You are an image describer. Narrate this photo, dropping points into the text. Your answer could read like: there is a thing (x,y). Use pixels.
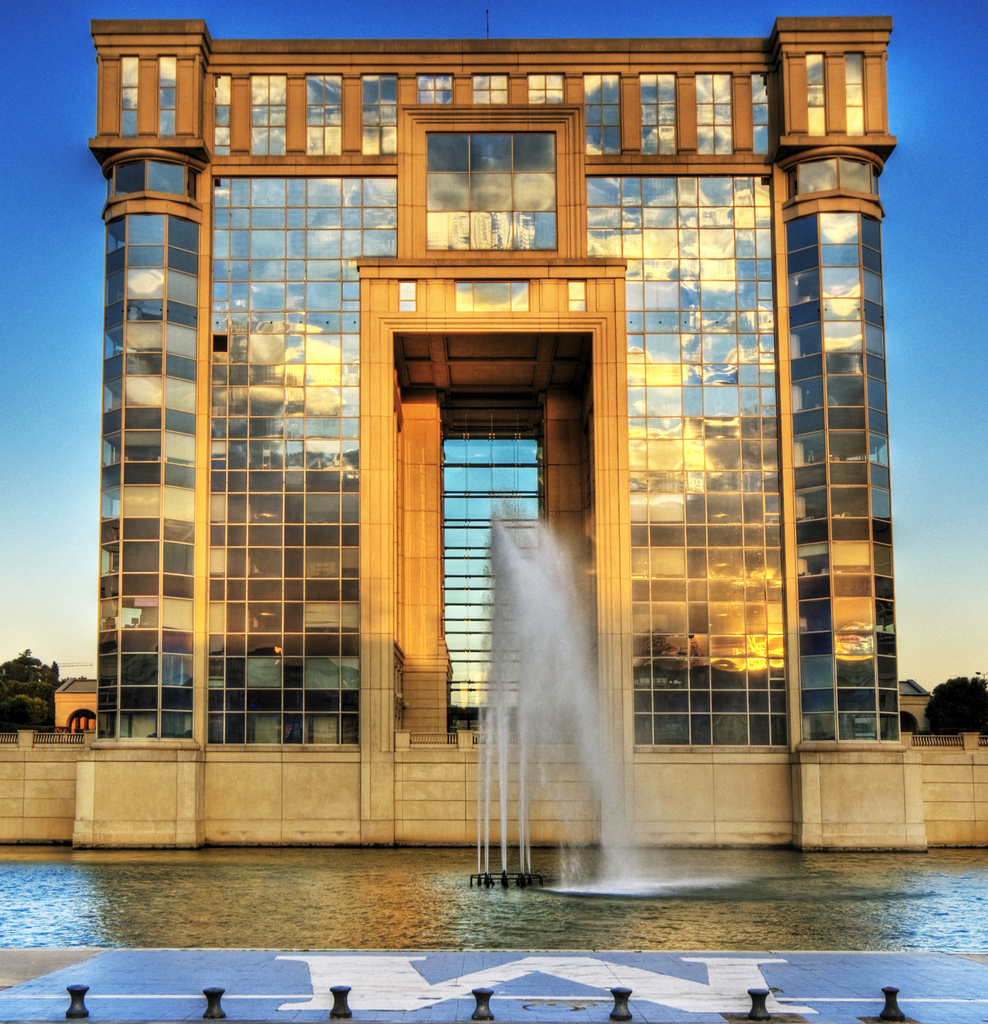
This image consists of a building (494,792). At the bottom (560,715), there is a fountain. At the top (63,206), there is a sky (47,374).
